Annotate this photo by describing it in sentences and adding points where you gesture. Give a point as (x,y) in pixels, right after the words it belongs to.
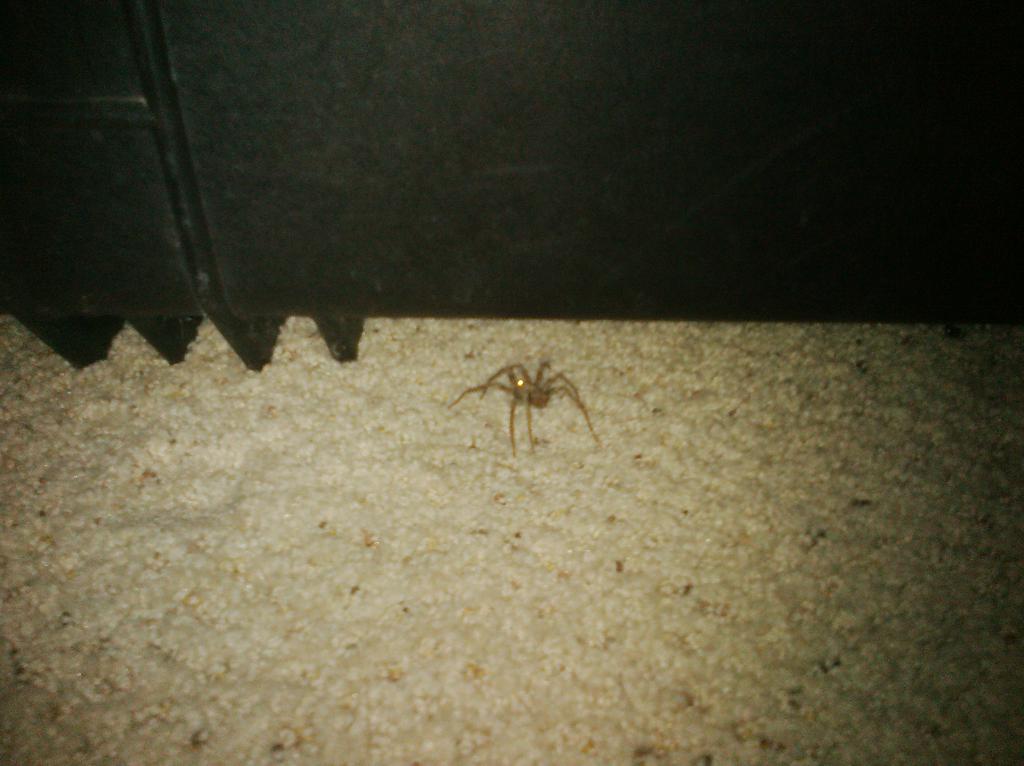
In this image I can see a brown coloured spider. I can also see a black colour thing (509,297) over here.
